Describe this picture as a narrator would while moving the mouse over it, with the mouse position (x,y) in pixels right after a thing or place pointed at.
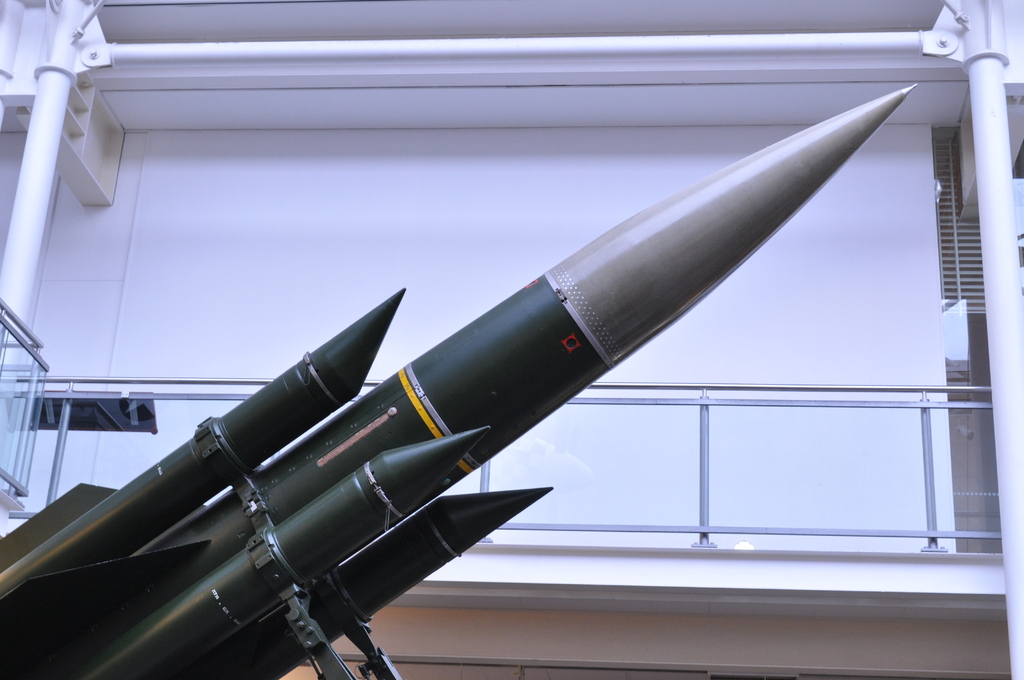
In this image there is missile (162,665) and in the background (162,391) there is building (853,572) with rods (956,404) and a glass (72,424).
